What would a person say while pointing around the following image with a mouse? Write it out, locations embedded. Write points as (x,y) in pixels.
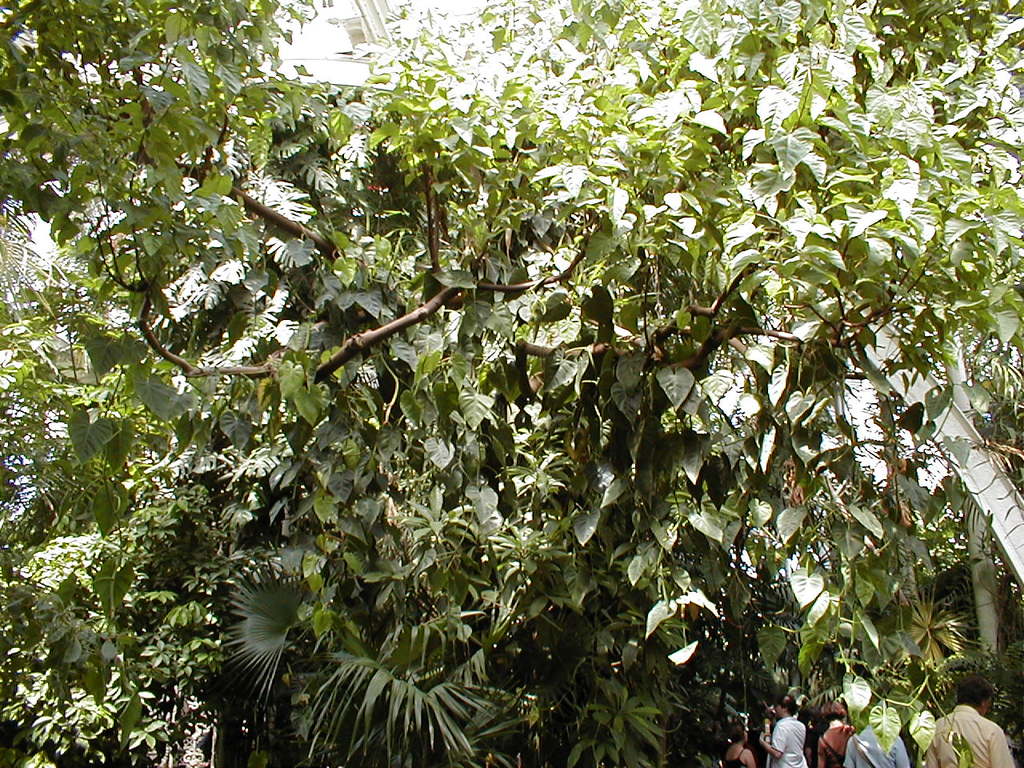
In this image, there are a few trees (901,600), people (825,736). We can also see an object (1010,541) on the right (952,465).
